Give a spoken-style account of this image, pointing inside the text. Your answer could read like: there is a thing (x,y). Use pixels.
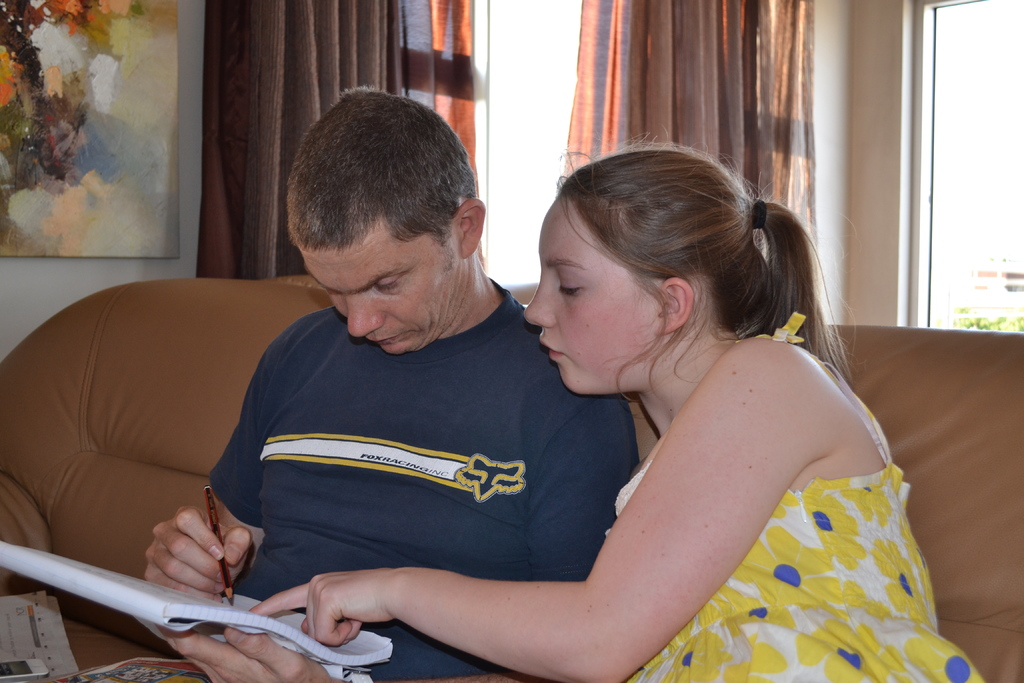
In this picture there is a man (463,433) sitting and holding the pen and book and there is a girl (885,436) sitting. There is a paper (67,658) and device (24,660) on the sofa (42,537). At the back (10,178) there is a board (129,249) on the wall (183,258), there is painting (76,221) on the board (50,237) and there are curtains (572,118) at the windows (951,89). Behind the window (945,282) there is a plant (968,321).
